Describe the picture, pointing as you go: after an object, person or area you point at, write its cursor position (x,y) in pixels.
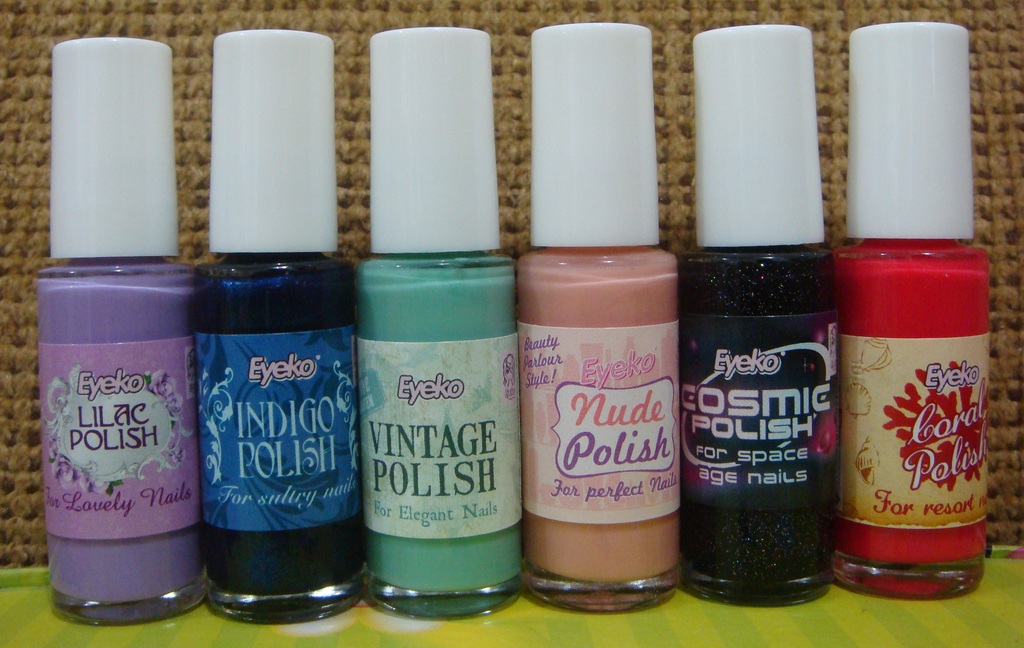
In the foreground of the image (718,404) there are nail polishes (476,309) on the green color surface (473,621). In the background of the image (31,117) there is cloth (182,12).
